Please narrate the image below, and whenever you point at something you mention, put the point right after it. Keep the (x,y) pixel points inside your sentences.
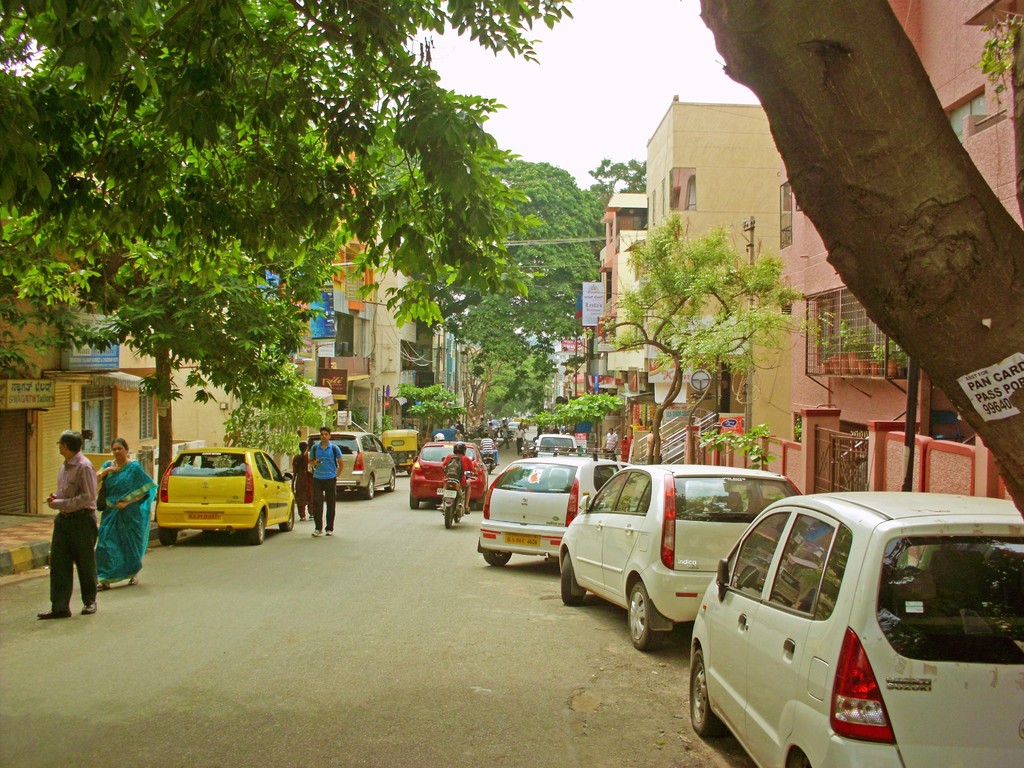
In this image I can see few buildings (778,186), windows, people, vehicles (533,532), wires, trees (876,258), gate (855,456), flower pots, stores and boards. The sky (572,118) is in white color.
